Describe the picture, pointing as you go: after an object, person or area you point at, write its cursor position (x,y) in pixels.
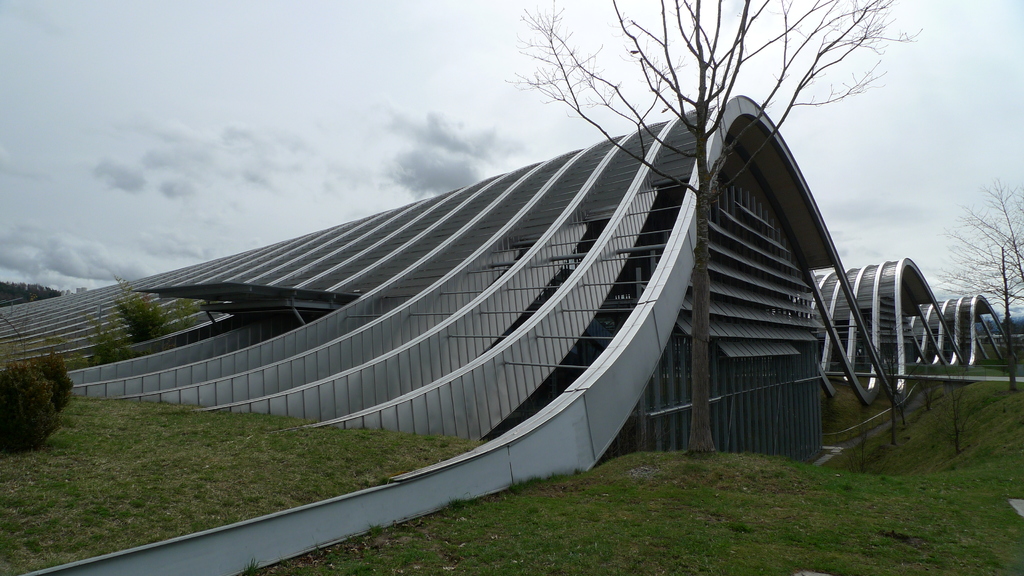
In this image in the center (560,294) there is a museum (609,322), at the bottom (575,472) there is grass (893,450) and also there are trees (698,283) and plants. At the top (309,45) there is sky (499,14).
